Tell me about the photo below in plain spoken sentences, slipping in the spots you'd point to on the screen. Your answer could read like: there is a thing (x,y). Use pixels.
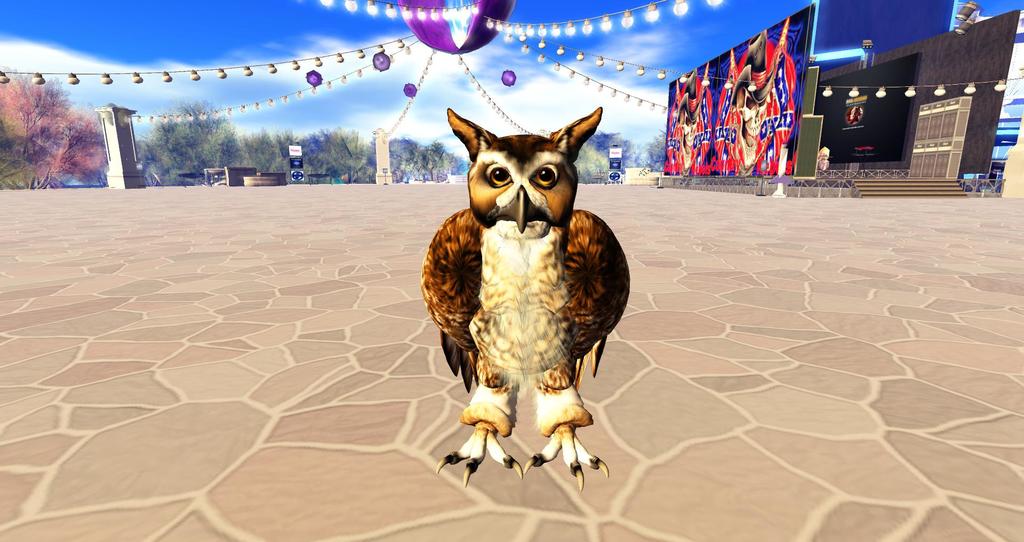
This image is a cartoon. In the center of the image (508,189) we can see owl (510,277). In the background (240,62) we can see dais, lighting (194,71), trees (197,125), sky (216,89) and clouds (372,77).
